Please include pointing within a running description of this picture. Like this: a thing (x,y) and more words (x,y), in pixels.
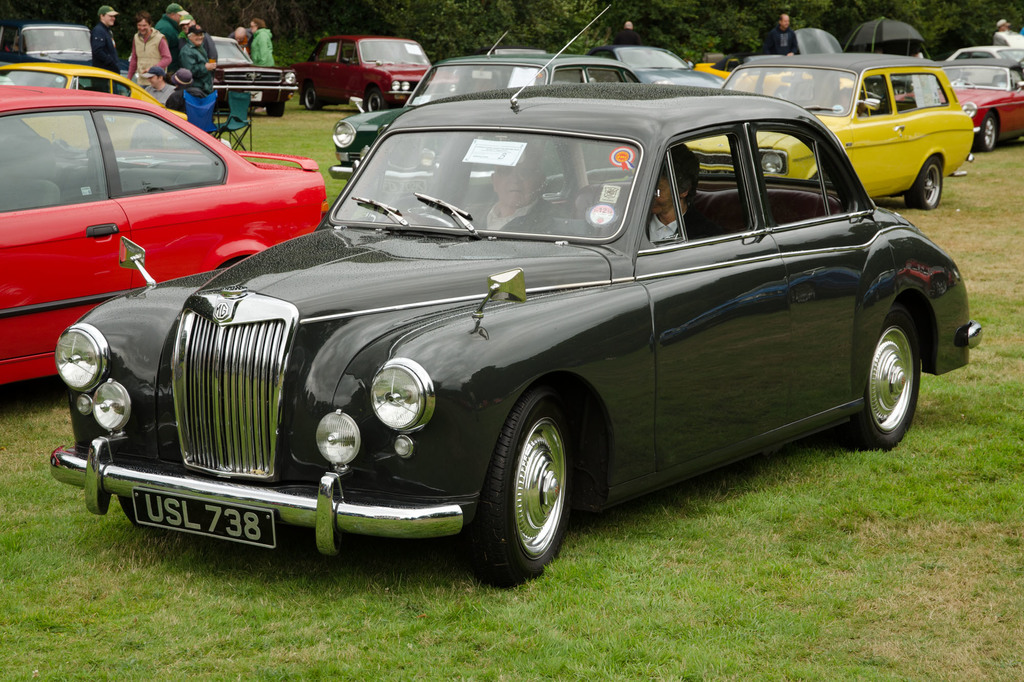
In this image we can see some vehicles (474,193) and people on the ground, among them some are sitting on the chairs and some are sitting in the vehicles (575,263), in the background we can see some trees (658,42).
